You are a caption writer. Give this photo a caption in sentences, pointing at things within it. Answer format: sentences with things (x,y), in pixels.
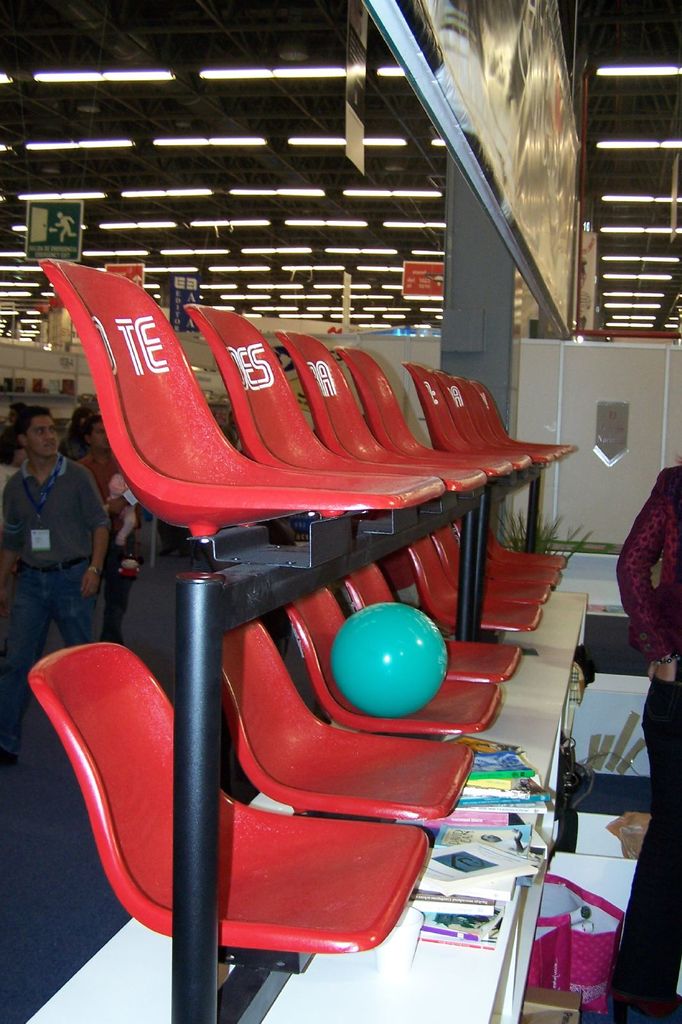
There are red color chairs (348,480). On the top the chairs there are another chairs (403,430). There is a green color ball (409,660) on the chair (441,718). And on the table (558,635) there are some books (491,837). We can see a lady (644,598) to the right corner (648,610). And a man (81,570) to the left corner (79,569) he is walking. On the top of the roof (226,82) there are light bulbs (316,71).
